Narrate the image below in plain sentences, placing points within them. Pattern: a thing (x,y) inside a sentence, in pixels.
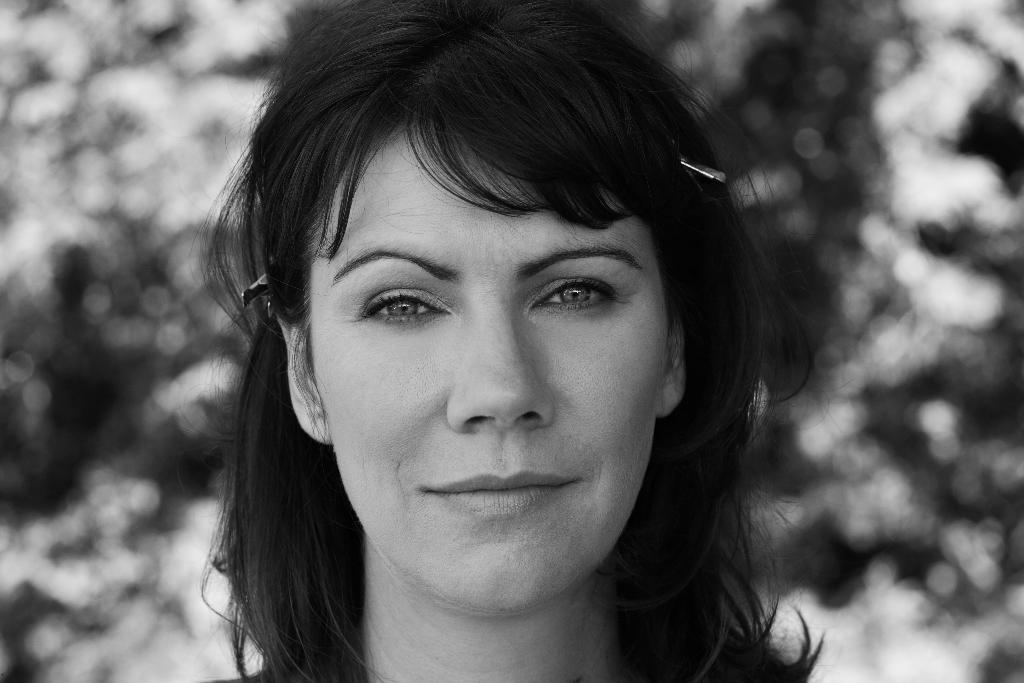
In the image we can see there is a face (446,383) of a woman (547,369) and the image is in black and white colour.
